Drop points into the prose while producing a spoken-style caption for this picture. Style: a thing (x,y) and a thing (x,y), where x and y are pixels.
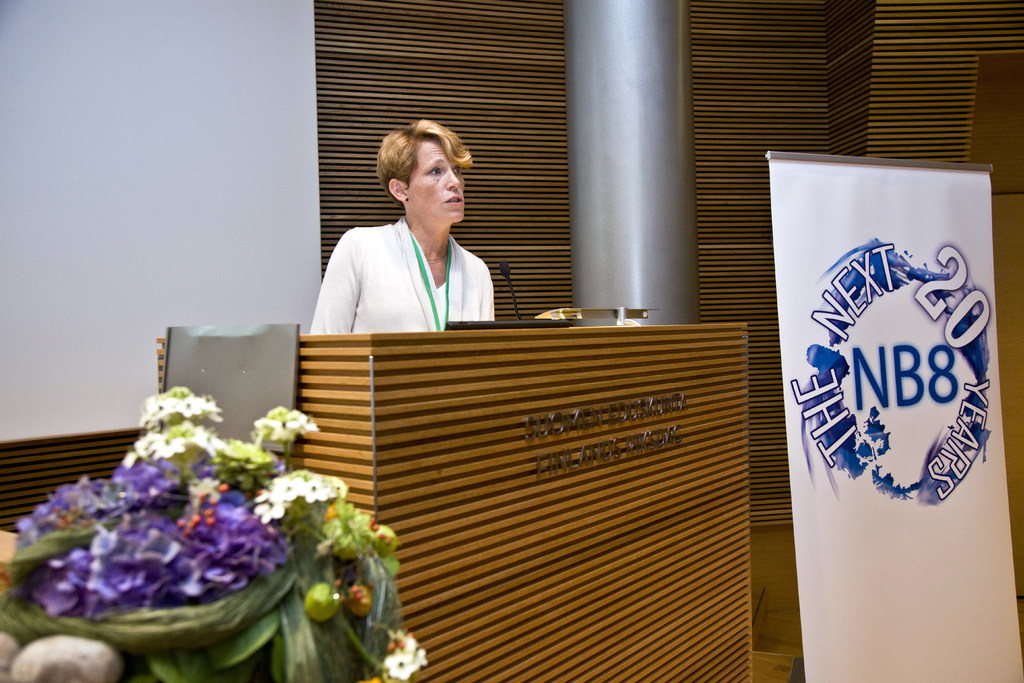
In this image there is a woman (382,275) standing behind the podium (509,461) having a mike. Left bottom there is a bouquet (143,549) having flowers (168,524). Right side (859,261) there is a banner (910,440) having some text (927,366). Middle of the image (595,242) there is a pillar (649,235). Background (925,126) there is a wall (358,87).
